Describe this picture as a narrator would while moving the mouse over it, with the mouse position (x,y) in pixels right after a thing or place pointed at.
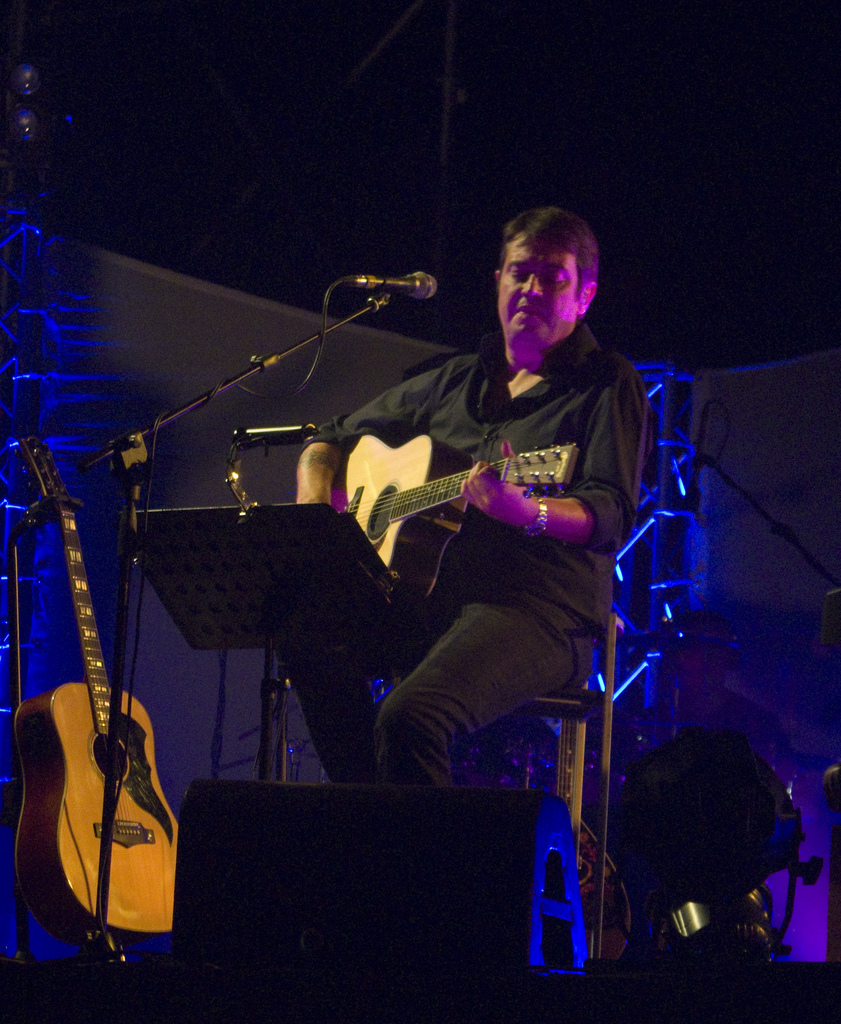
A man (503,494) is sitting and playing guitar (374,527).
